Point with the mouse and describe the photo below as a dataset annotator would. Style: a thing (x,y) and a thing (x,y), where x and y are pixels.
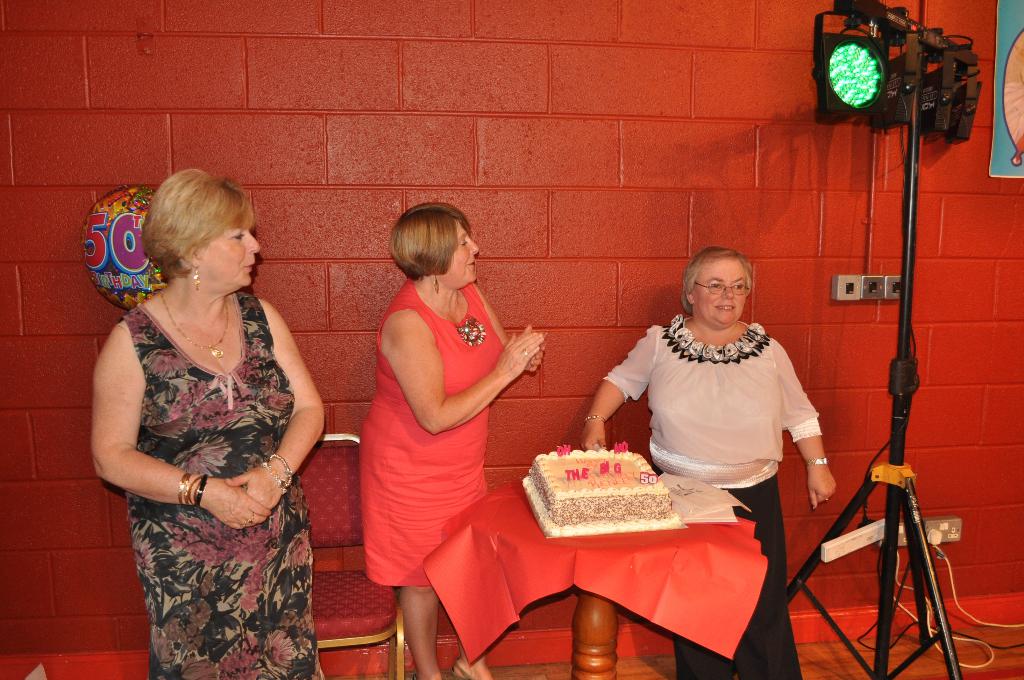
There are three people (370,408) standing in a room (684,435). There is a table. There is a cake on a table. We can see in the background (820,311) there is a red wall bricks (820,311) and lights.
